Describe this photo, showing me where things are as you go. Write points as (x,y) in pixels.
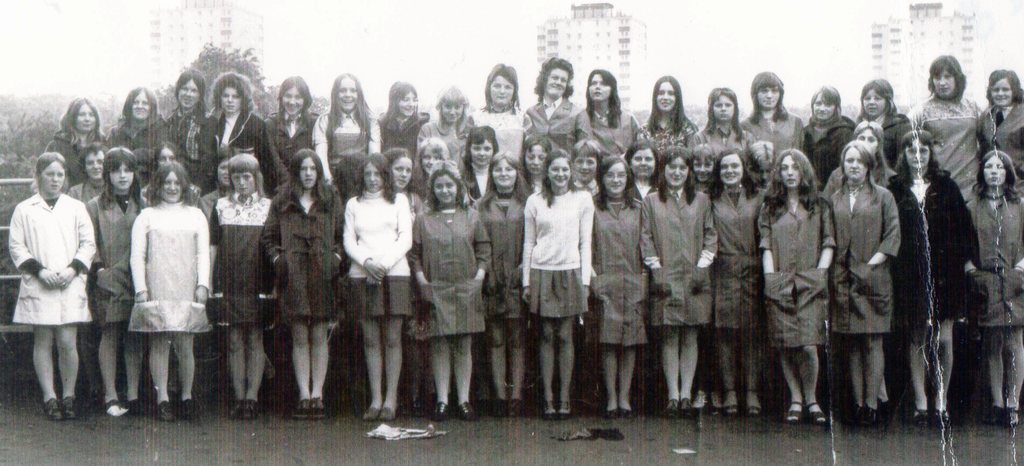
In this image there are people (524,231) standing. In front of them there are clothes (422,433). Behind them there is a metal fence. In the background of the image (115,105) there are buildings (912,49), trees (24,123) and sky (466,26).
